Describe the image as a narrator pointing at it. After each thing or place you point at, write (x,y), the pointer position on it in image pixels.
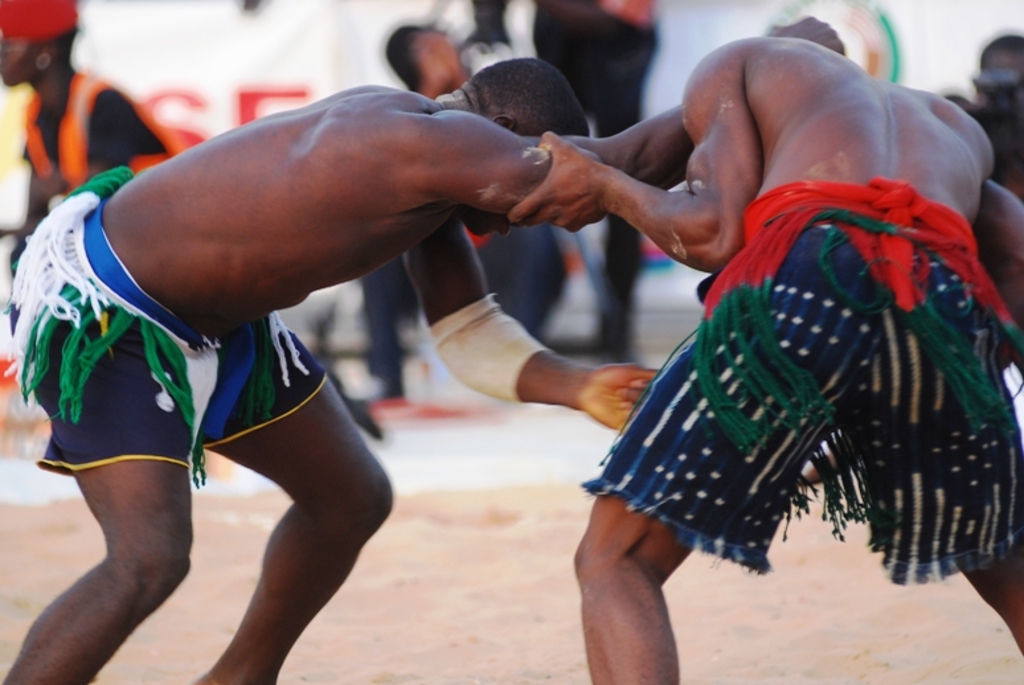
In this picture there are two persons (473,193) standing and fighting. At the back (631,47) there are group of people (44,190). At the bottom (511,605) there is sand (507,562).
